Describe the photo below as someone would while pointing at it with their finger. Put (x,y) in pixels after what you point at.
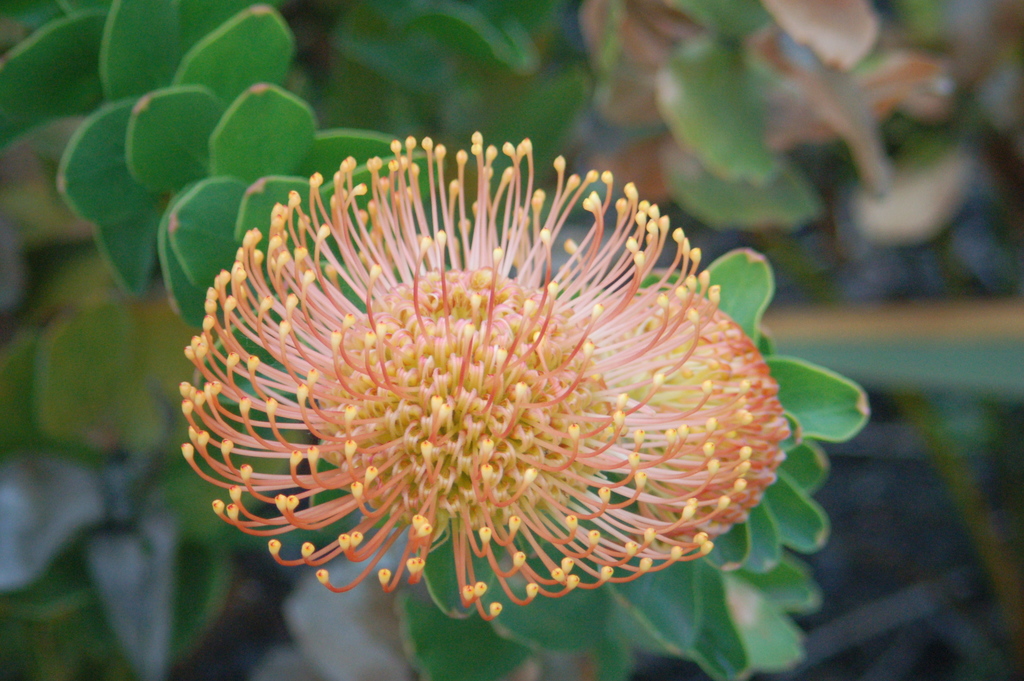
In this image I can see the flower (407,347) in orange and yellow color and few leaves (241,124) in green color. Background (914,321) is blurred.
